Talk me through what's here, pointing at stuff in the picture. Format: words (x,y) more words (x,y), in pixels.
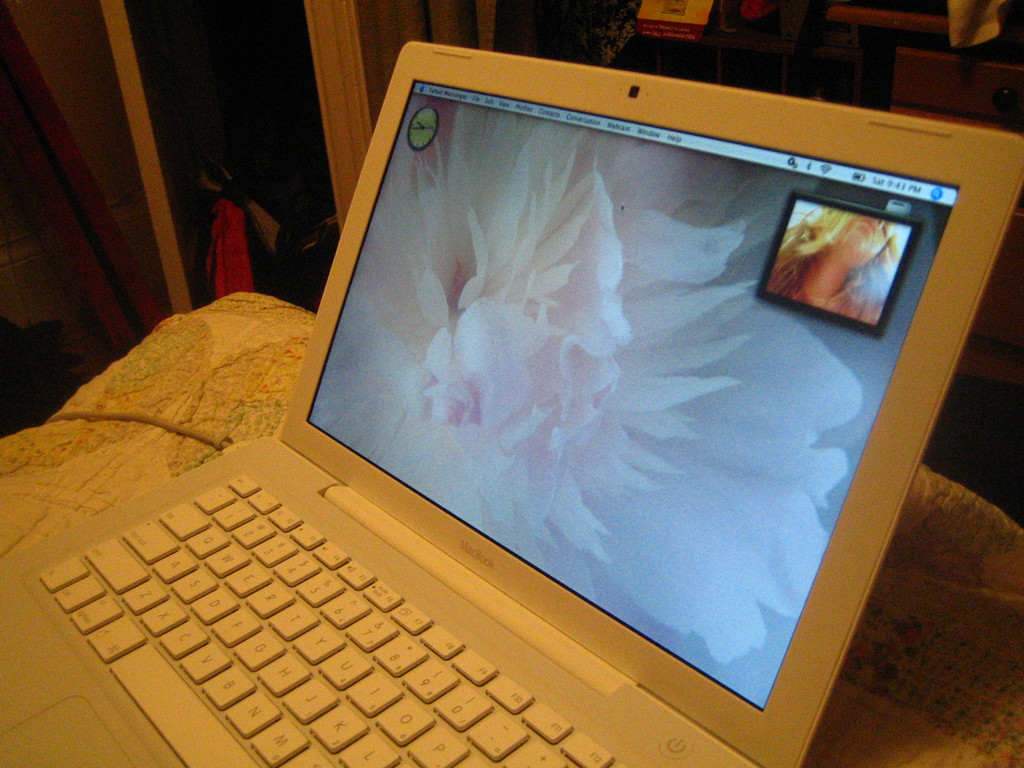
In this picture we can see laptop (234,612), cable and cloth (276,394). In the background of the image (127,330) we can see wall (54,24) and objects (71,137).
